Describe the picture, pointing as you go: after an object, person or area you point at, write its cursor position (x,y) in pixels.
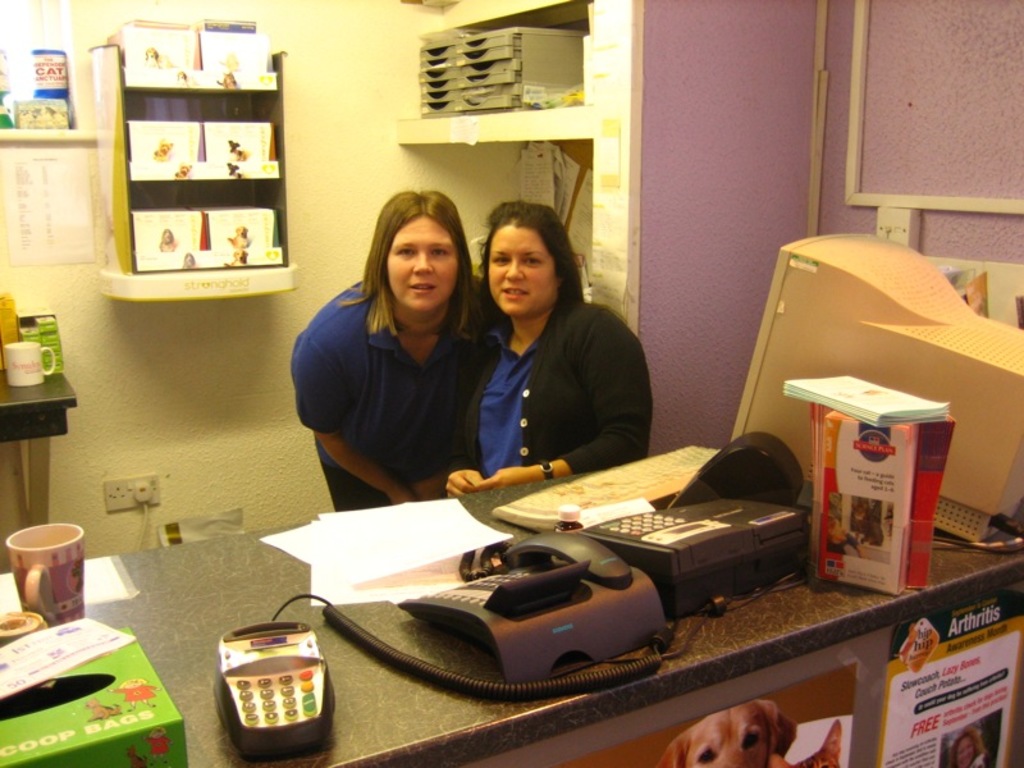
This picture shows two women (436,360) a woman (459,318) standing and a woman (524,287) seated and we see a desktop computer (584,497) on the table (952,567) and we see a telephone (502,585) and we see a shelf (237,184) back of them.
